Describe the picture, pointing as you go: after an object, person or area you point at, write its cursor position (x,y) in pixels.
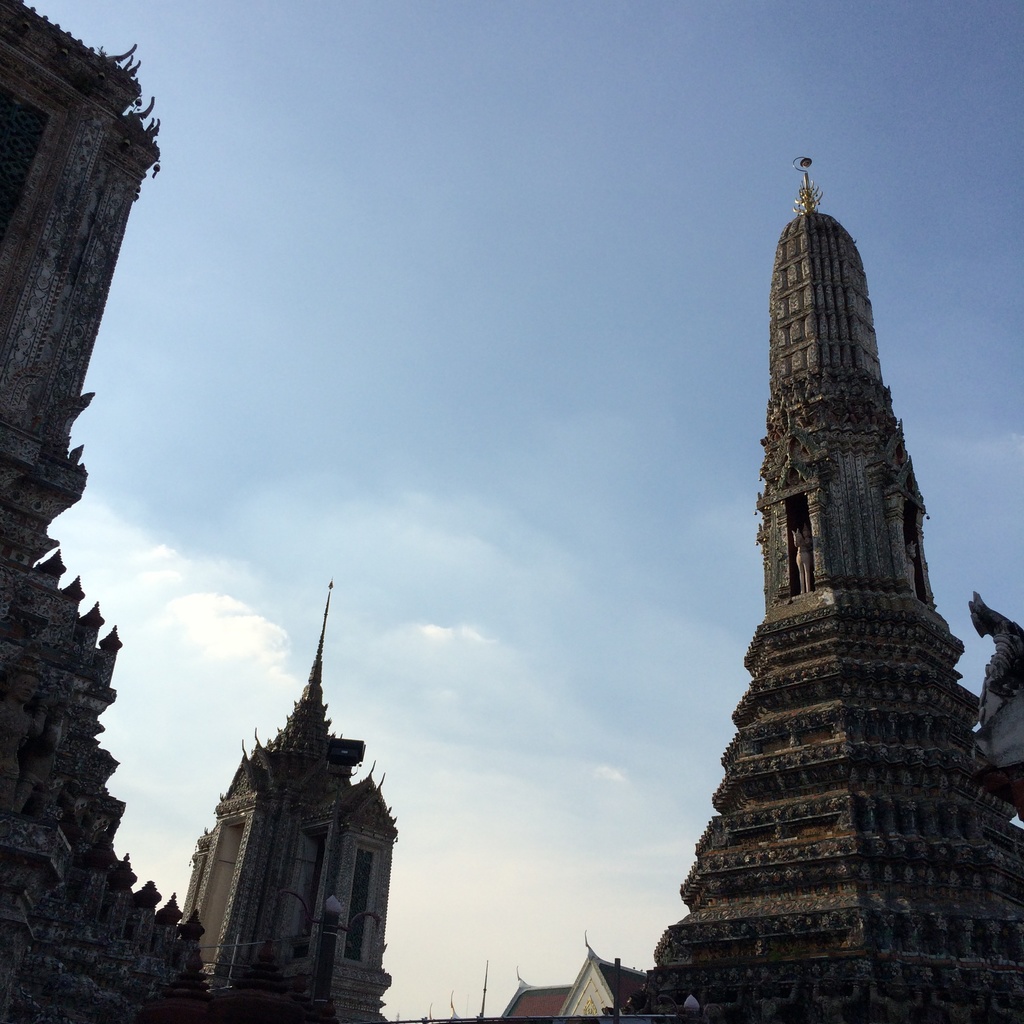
In this image we can see buildings (308,825) with sculptures (745,796) and statues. In the background (339,569) there is sky (471,611) with clouds (484,791).
